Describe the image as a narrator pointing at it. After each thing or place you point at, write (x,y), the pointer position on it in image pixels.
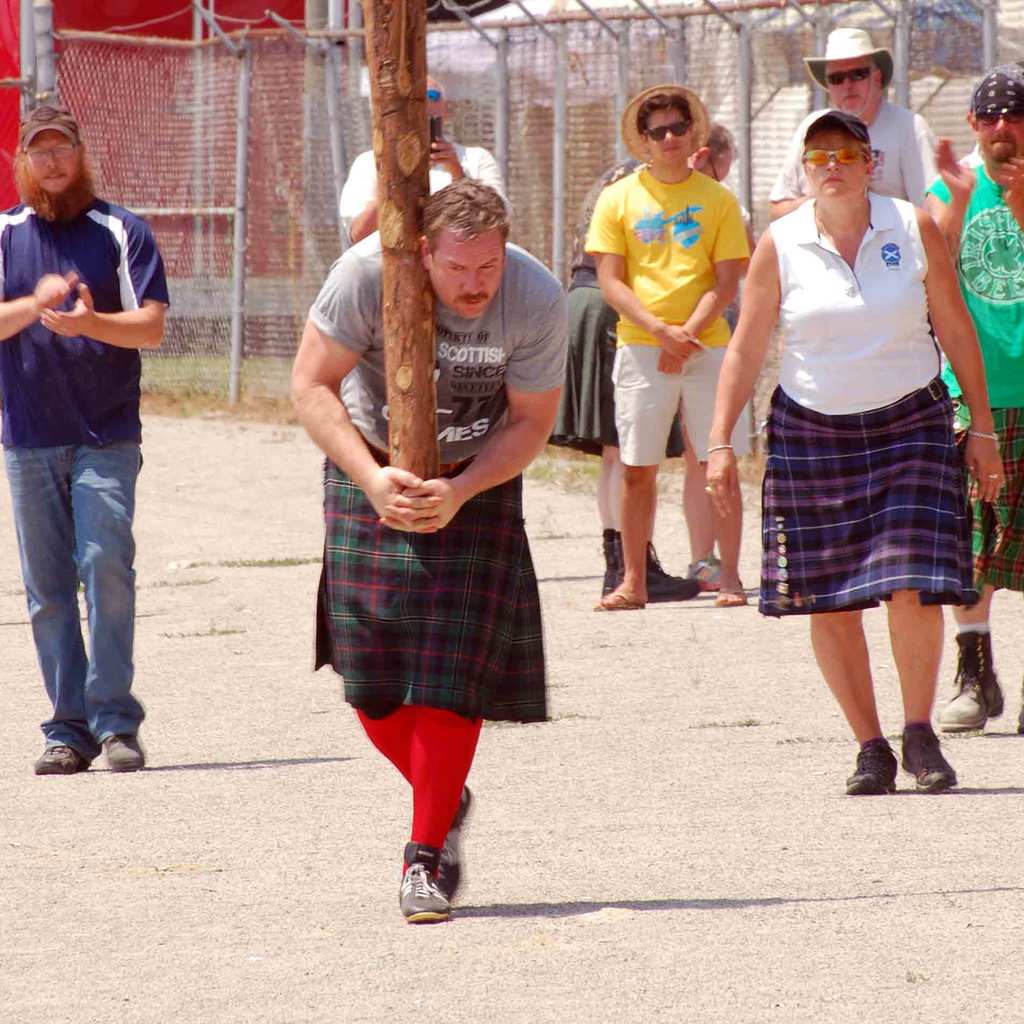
There is one man (423,621) standing and holding a wooden object (417,257) as we can see in the middle of this image (415,440). There is one man (108,402) standing on the left side of this image (71,354) and we can see a group of people (680,283) on the right side of this image (718,378). We can see a fence (506,157) in the background (522,161).
